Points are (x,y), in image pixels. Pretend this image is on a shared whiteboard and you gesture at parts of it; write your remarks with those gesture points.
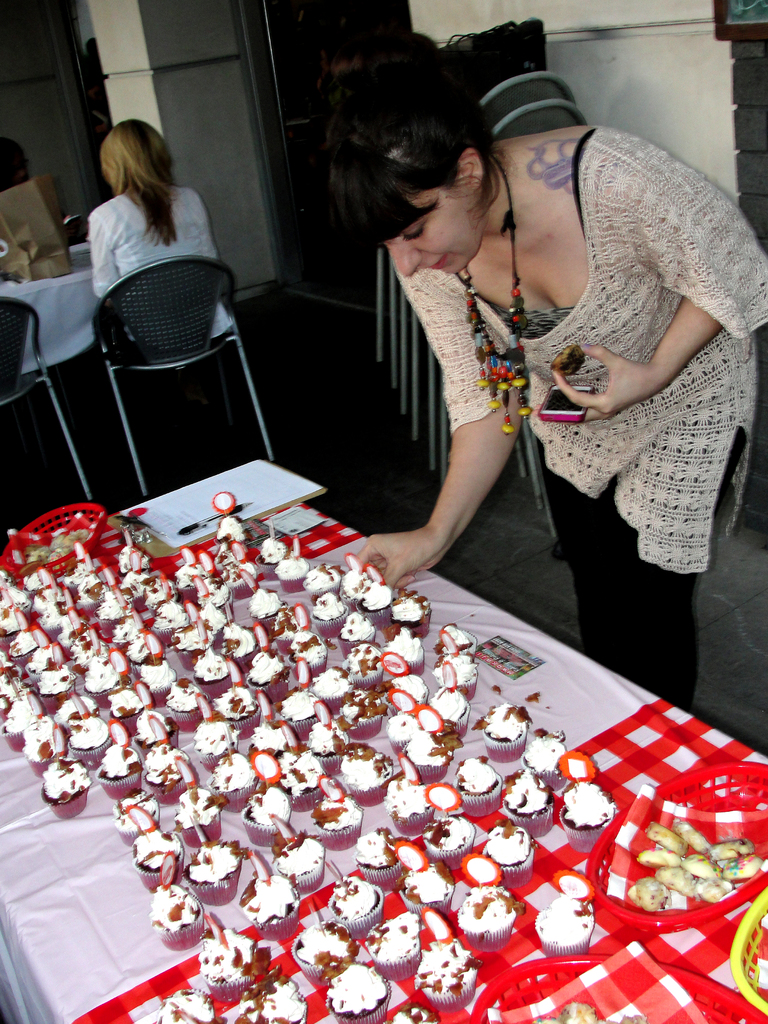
In the image we can see there is a woman (609,385) who is standing and on the table (484,606) there are lot of cup cakes (372,731) and at the back (217,326) the woman (128,255) is sitting on chair (192,341).
